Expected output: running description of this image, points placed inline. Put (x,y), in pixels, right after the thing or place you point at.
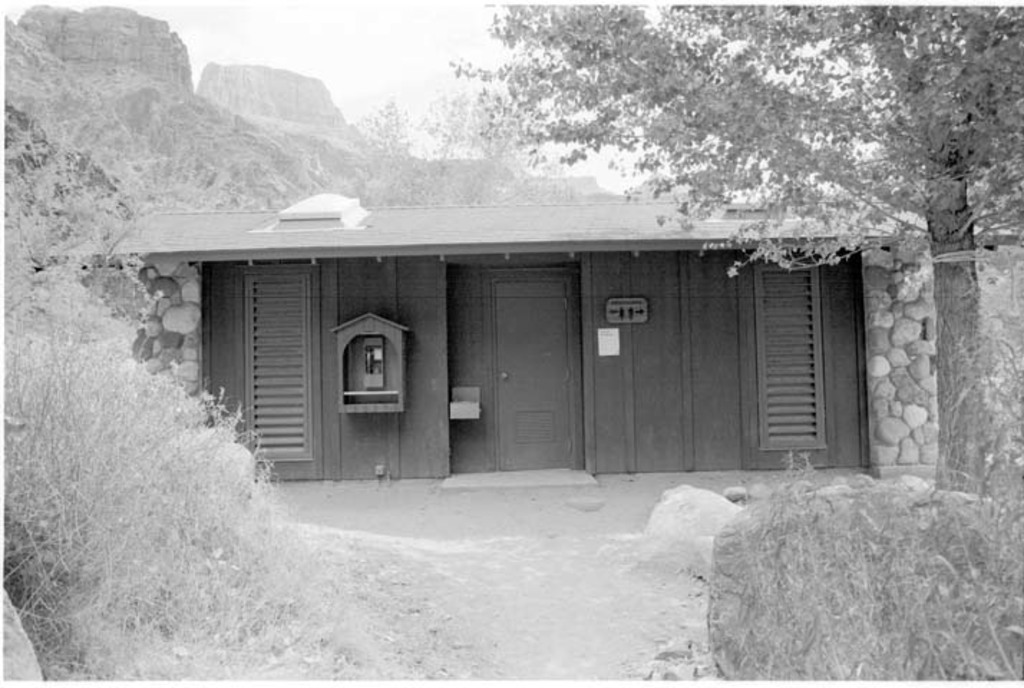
This is a black and white picture where we can see plants (218,623), rocks (673,551), wooden house (636,379), trees (700,62), rock hills (139,102) and the sky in the background (446,132).
